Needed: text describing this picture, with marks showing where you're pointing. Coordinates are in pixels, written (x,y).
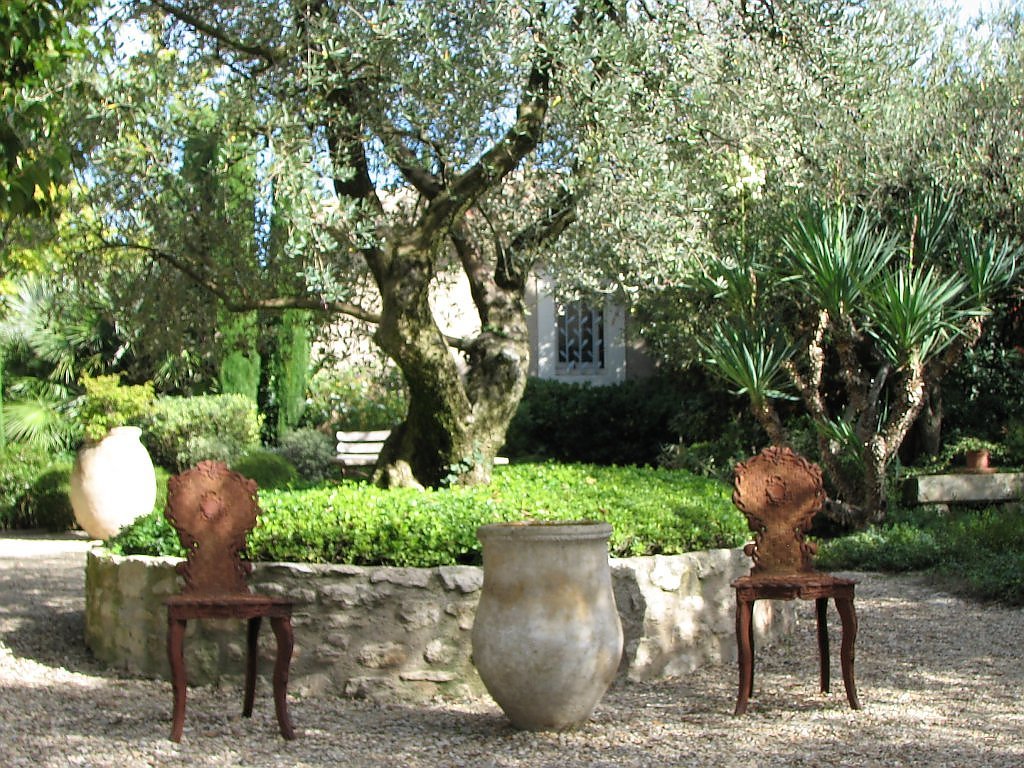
On the bottom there are two wooden chairs (778,565) near to this pot (534,645). In the background (41,328) we can see many trees (276,387), plants (371,411) and the building (550,317). Here we can see window (591,340). On the right (998,547) we can see grass (948,571). On the top right (999,24) there is a sky (954,2).
